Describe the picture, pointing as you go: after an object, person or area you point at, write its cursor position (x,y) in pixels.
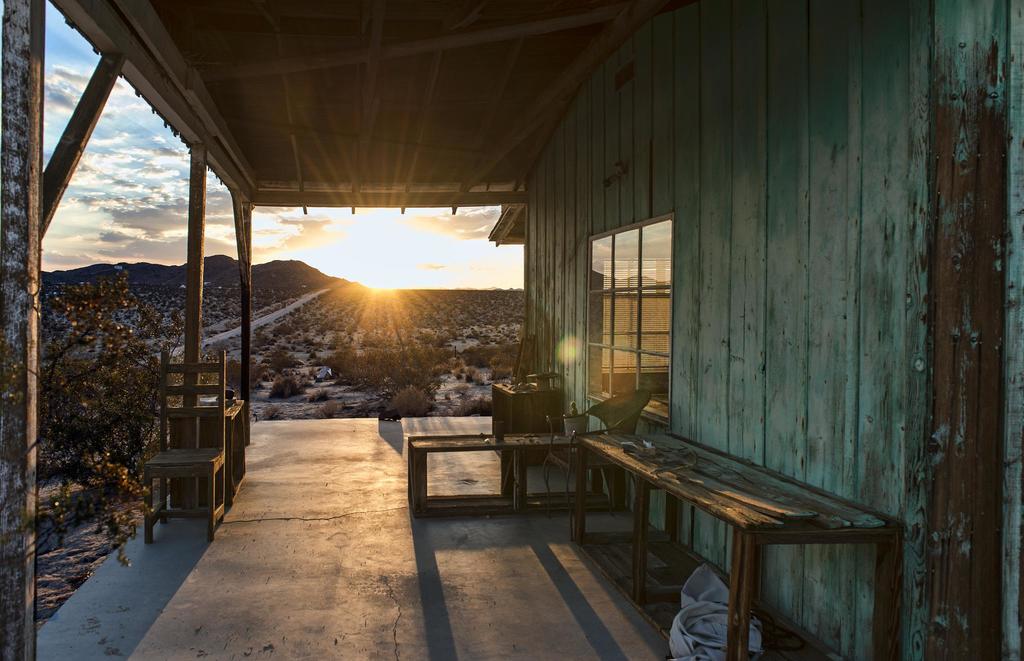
In the image we can see some tables (414,442) and chairs (629,417). At the top of the image (185,1) there is a roof (307,165). On the right side of the image (852,62) there is a house (628,189). In the middle of the image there are some trees (111,297) and plants (494,328) and hills (291,269). Behind them there are some clouds (127,212) in the sky (259,253).
